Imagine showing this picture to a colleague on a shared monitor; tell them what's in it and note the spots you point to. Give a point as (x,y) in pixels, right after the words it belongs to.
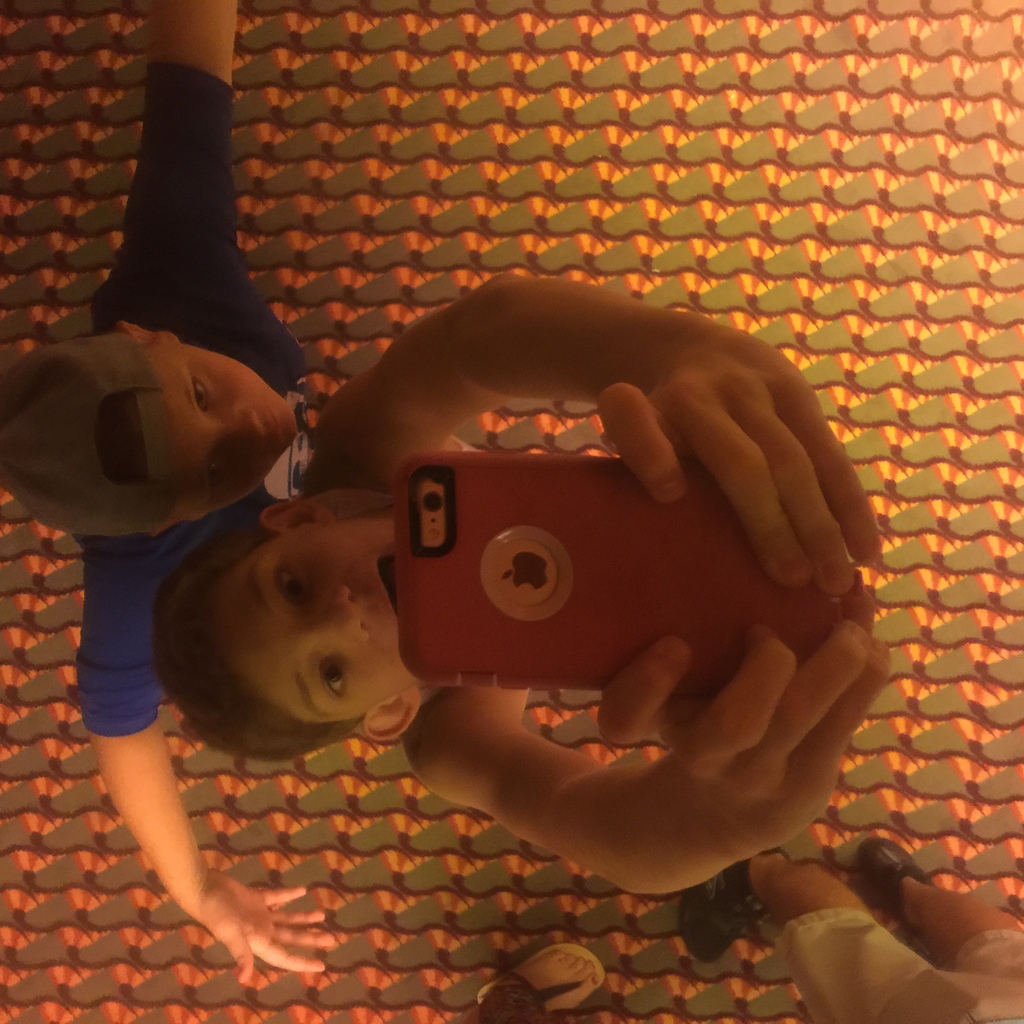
In this image, I can see two boys (268,576) standing. This boy (320,634) is holding a mobile phone (598,528) in his hands (675,718). At the bottom right side of the image (740,933), I can see the person's legs (928,923). This looks like a floor (553,225).
